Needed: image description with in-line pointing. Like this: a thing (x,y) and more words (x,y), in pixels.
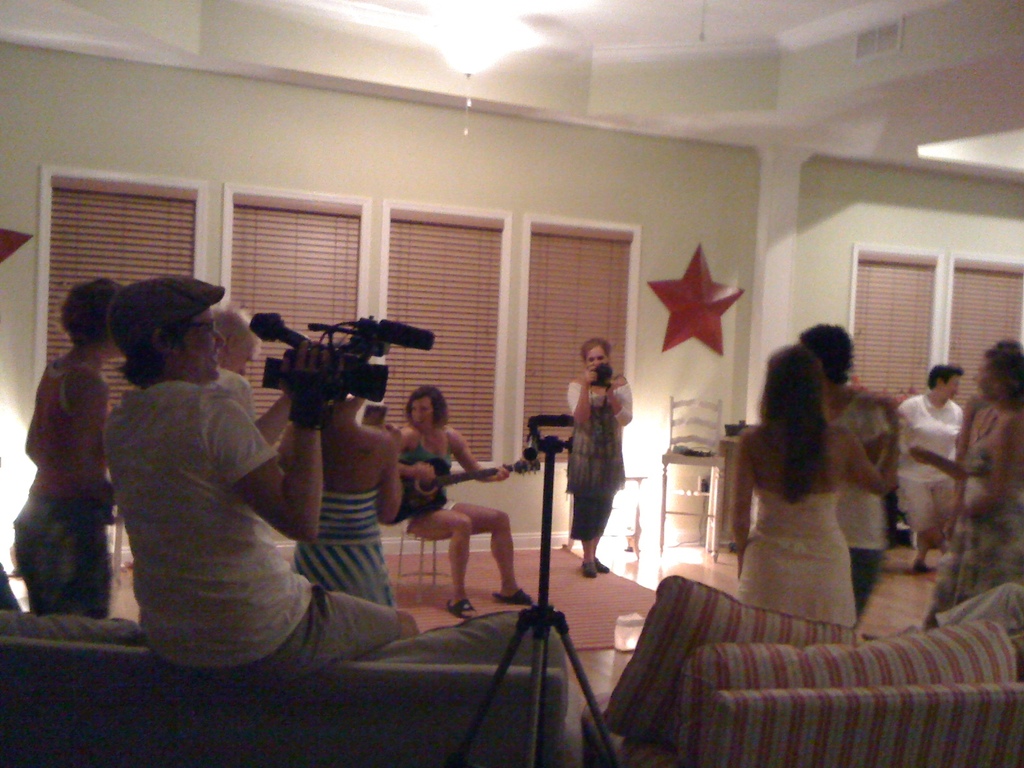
In this picture I can see few people (785,497) are in a room (692,502), some people (745,484) are dancing, one person (464,463) is playing a musical instrument (439,476) and some people (225,491) are taking pictures.
